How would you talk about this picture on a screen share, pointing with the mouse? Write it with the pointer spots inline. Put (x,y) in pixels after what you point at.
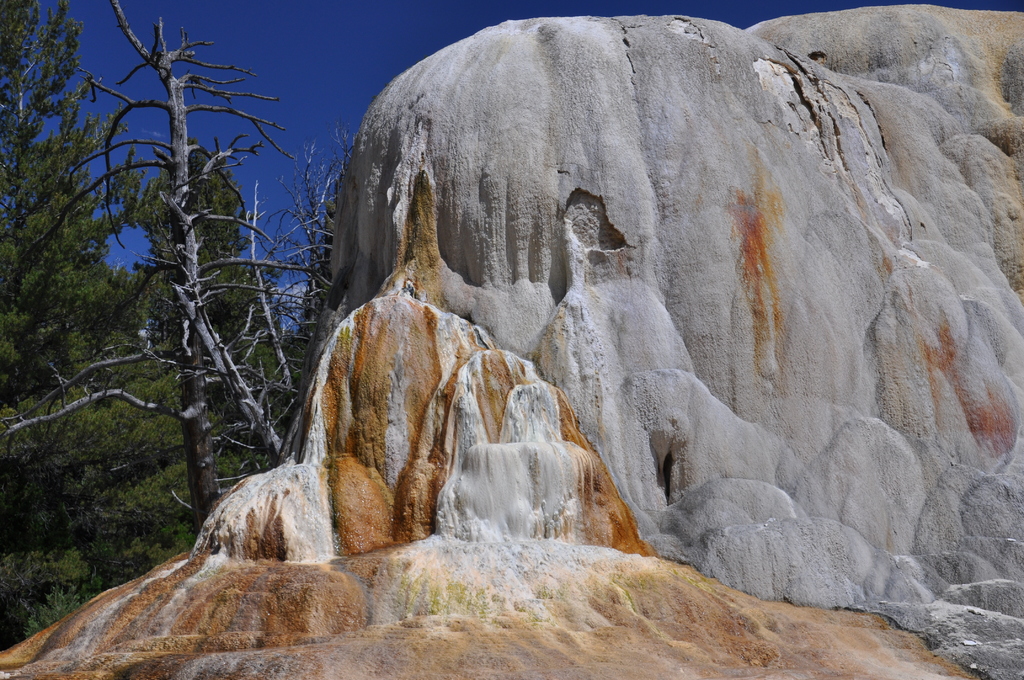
To the right side of the image (808,28) there is a rock (78,623). To the left side of the image (142,373) there are trees (54,333). At the top of the image (368,38) there is sky (344,38).
